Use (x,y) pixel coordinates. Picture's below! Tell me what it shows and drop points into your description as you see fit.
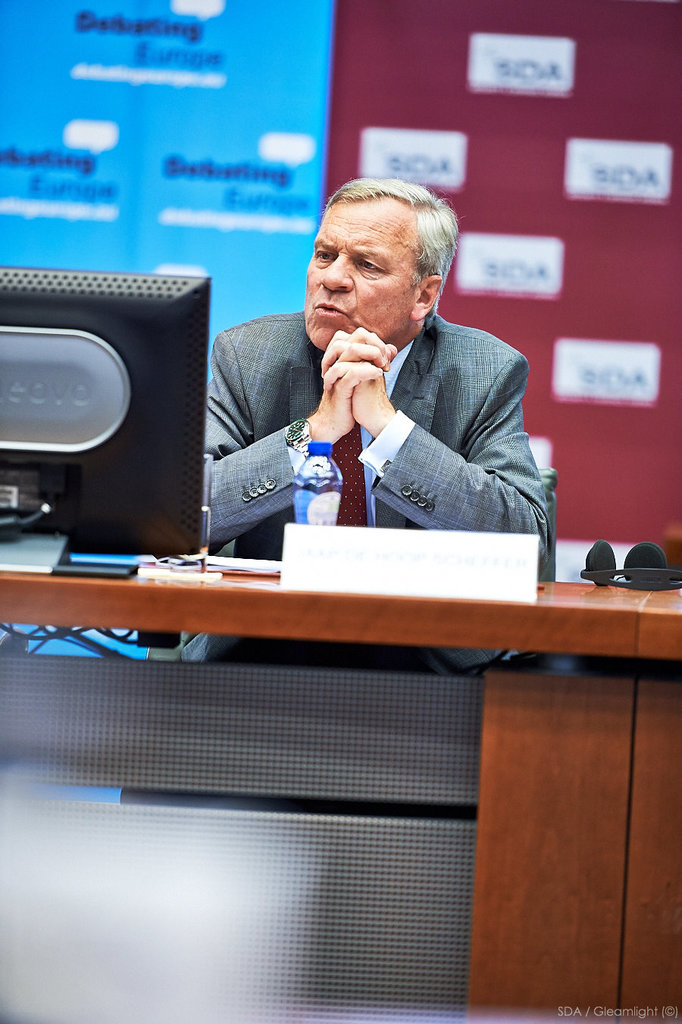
In the foreground of this image (431,455), there is a man (366,444) sitting in front of a table (401,615) on which bottle (296,501), name board (333,562), papers (231,568) and a monitor (77,447). In the background (536,205), there is a banner wall (328,122).
